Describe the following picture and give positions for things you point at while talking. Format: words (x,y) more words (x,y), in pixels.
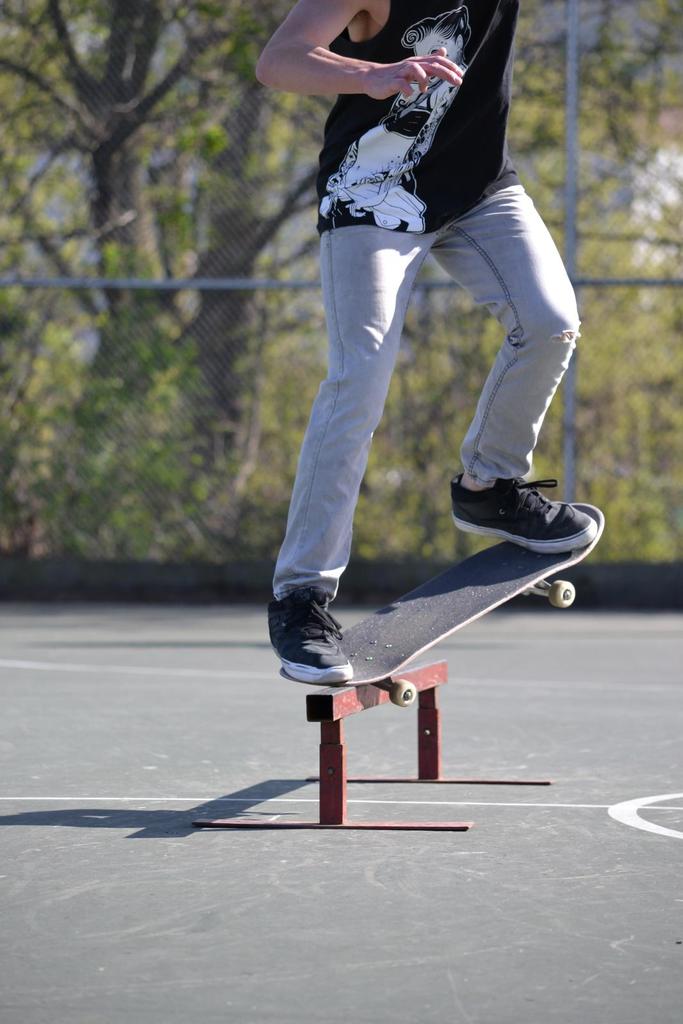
This picture is clicked outside. In the center (342,557) we can see a person (498,126) wearing t-shirt (484,102) and skating on the skateboards (399,646) and we can see a metal object (450,779) placed on the ground (314,808). In the background (264,348) we can see the net (266,336), metal rods (439,283), plants (425,419) and trees (186,98).
